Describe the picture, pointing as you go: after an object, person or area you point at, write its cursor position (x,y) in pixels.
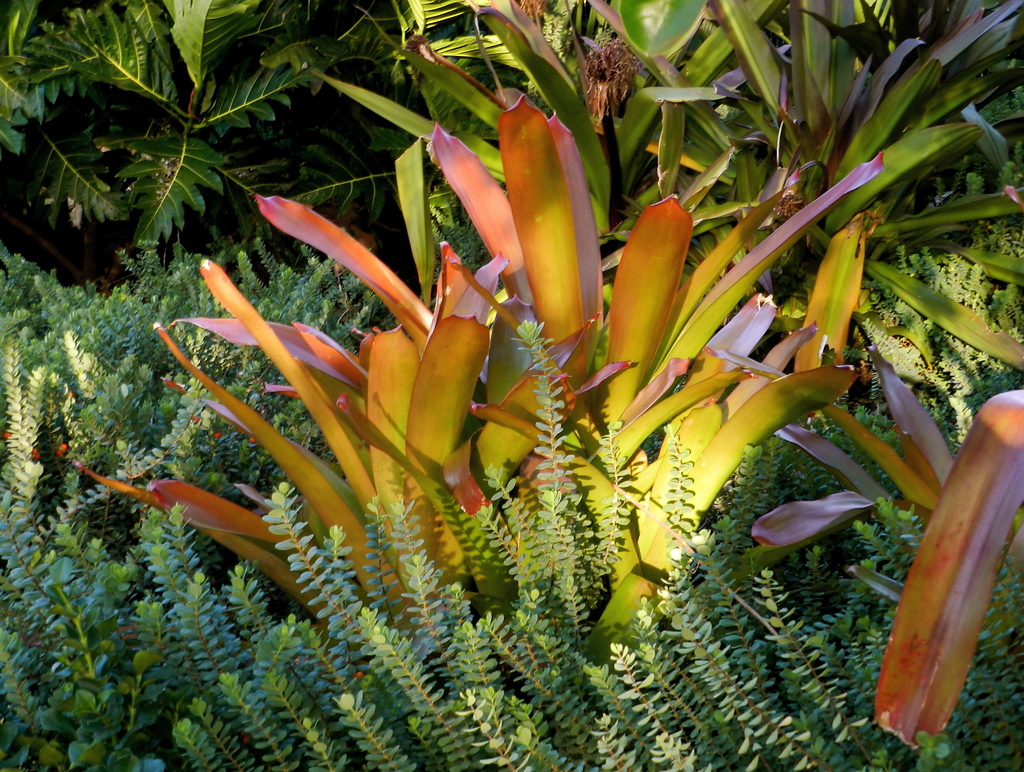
In this picture we can observe different types of plants (425,371). There are green, yellow and orange color plants (425,369) in this picture.
